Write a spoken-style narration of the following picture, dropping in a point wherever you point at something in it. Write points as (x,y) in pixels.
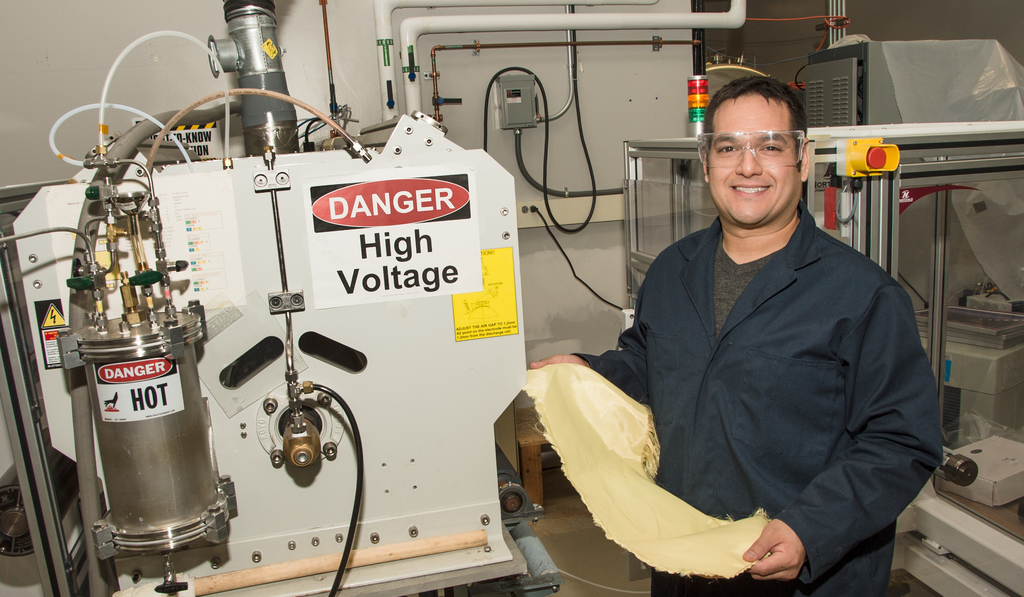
In this image we can see a person (787,320) wearing a shirt (744,269) is holding an item (648,441) in his hand (796,537). In the background (166,356), we can see group of machines (180,305), pipes (476,4) and cables (547,117).
